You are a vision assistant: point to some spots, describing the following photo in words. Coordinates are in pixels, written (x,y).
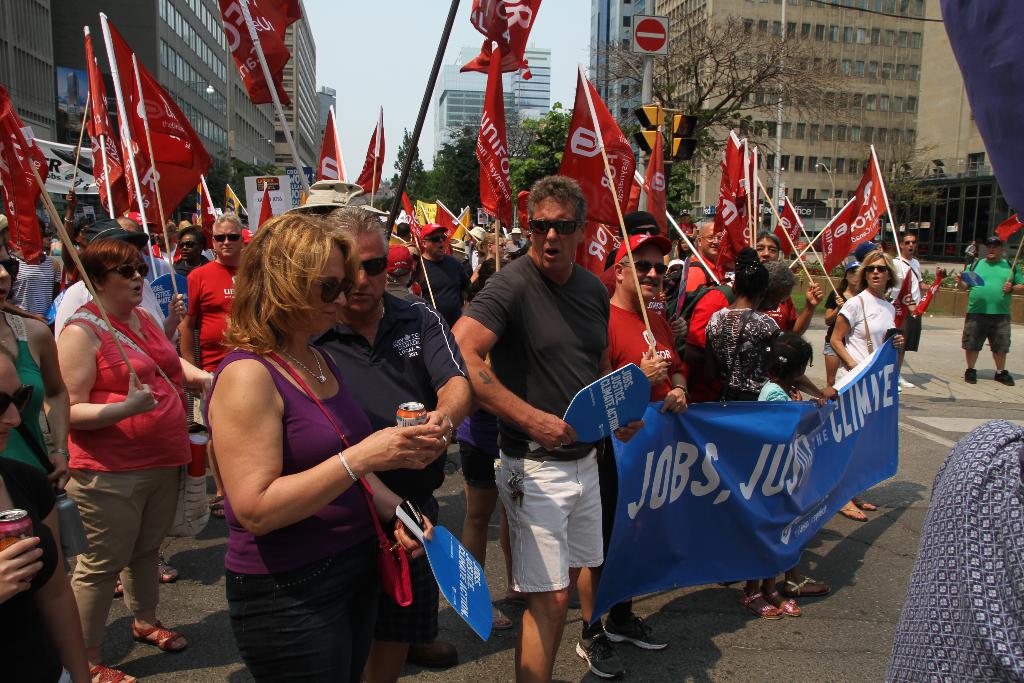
In this image I can see number of persons (272,415) are standing on the roads (917,451) and I can see few of them are holding red and white colored flags (153,125) and a blue and white colored banner (792,458) in their hands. In the background (398,53) I can see few buildings (833,101), few trees (789,106), a pole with a red and white colored board (658,48) and the sky (381,52).
